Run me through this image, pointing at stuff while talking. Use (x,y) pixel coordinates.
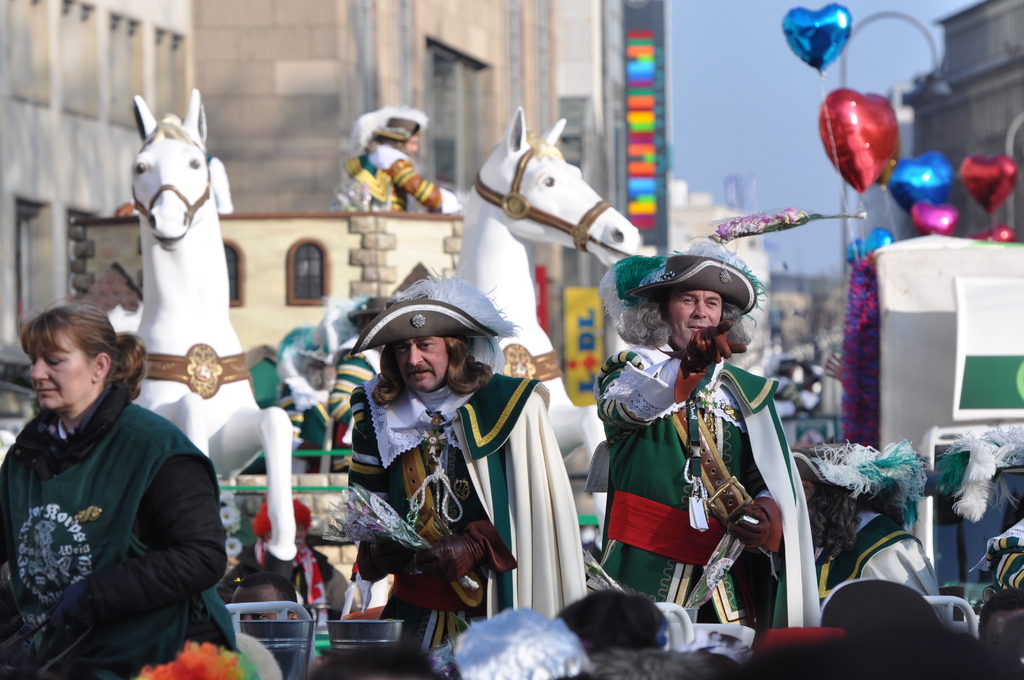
We can see people (711,491) and we can see balloons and horses (203,165). Background (750,129) we can see buildings (983,220) and sky (750,153).
